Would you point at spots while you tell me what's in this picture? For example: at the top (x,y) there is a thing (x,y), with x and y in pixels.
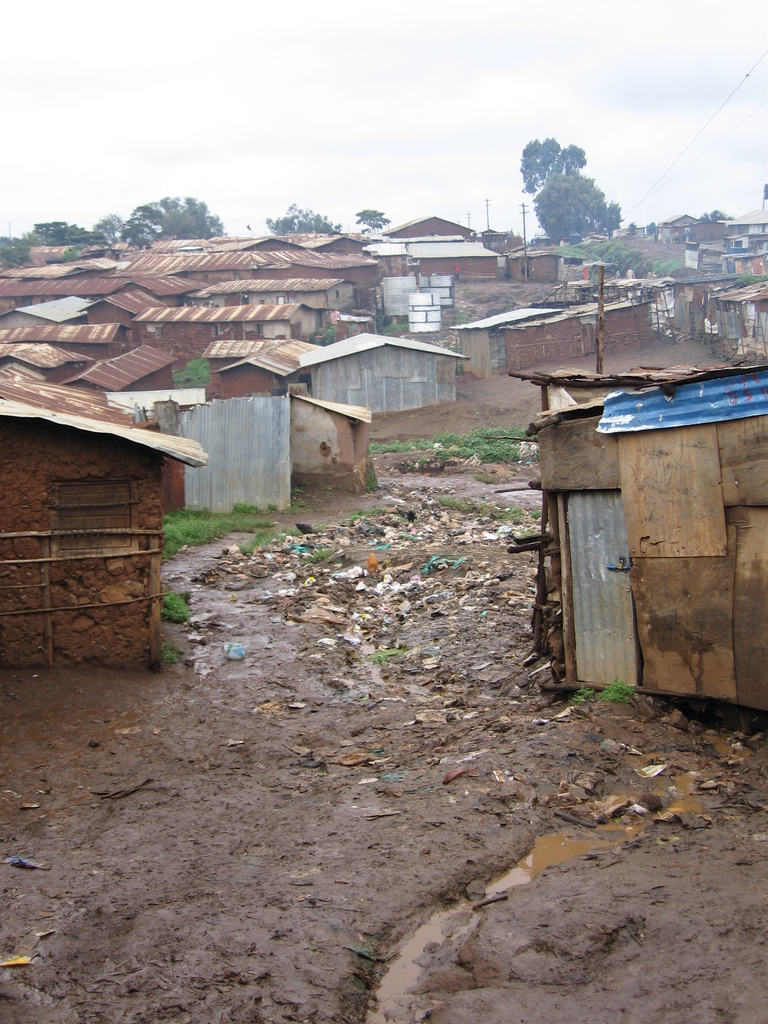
In this picture there are houses (596,399) and there are trees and poles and there are wires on the poles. At the top (484,137) there is sky (497,102) and there are clouds (515,76). At the bottom (381,709) there is garbage (426,619) and there's grass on the ground (240,607).
